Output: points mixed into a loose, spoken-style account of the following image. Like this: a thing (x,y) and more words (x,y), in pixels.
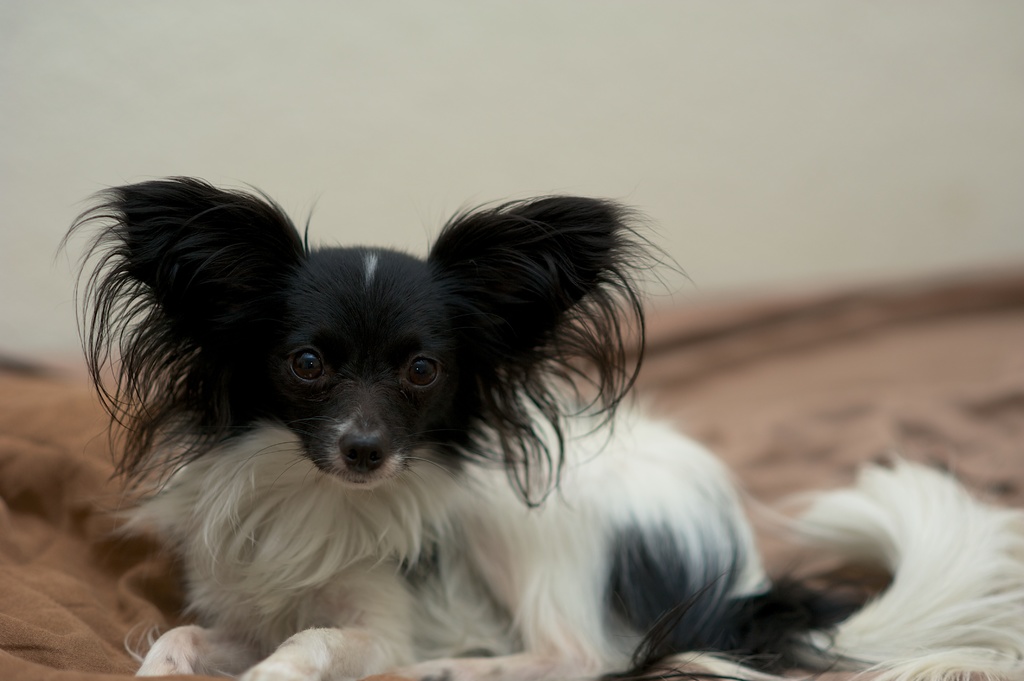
In this picture I can see a dog (425,539) sitting on the cloth (23,584), and there is blur background (125,19).
